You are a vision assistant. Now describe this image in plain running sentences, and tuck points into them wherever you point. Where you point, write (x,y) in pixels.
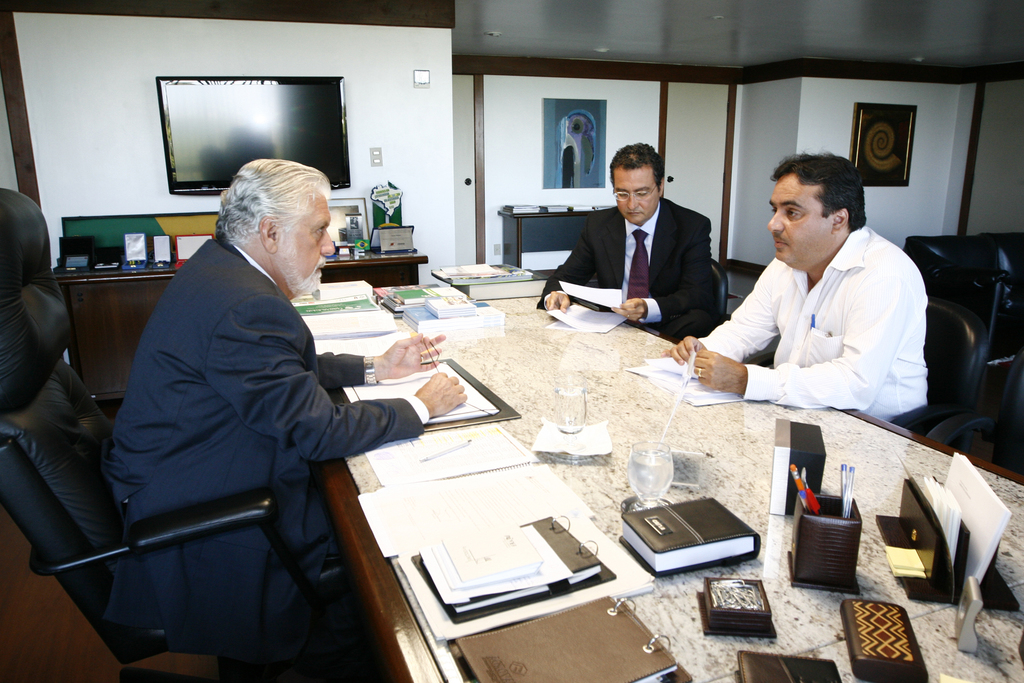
This image is clicked in a room (102,170) where there are three persons (858,293) sitting on chairs (292,558) and table (538,318) is in between them. On the table (825,485) there are papers (509,502), books (706,526), pen stand (805,543), pens (849,509), clock (820,430). There is a TV (287,139) in the top (273,132) and there are photo frames (558,160) on the wall (814,133).
